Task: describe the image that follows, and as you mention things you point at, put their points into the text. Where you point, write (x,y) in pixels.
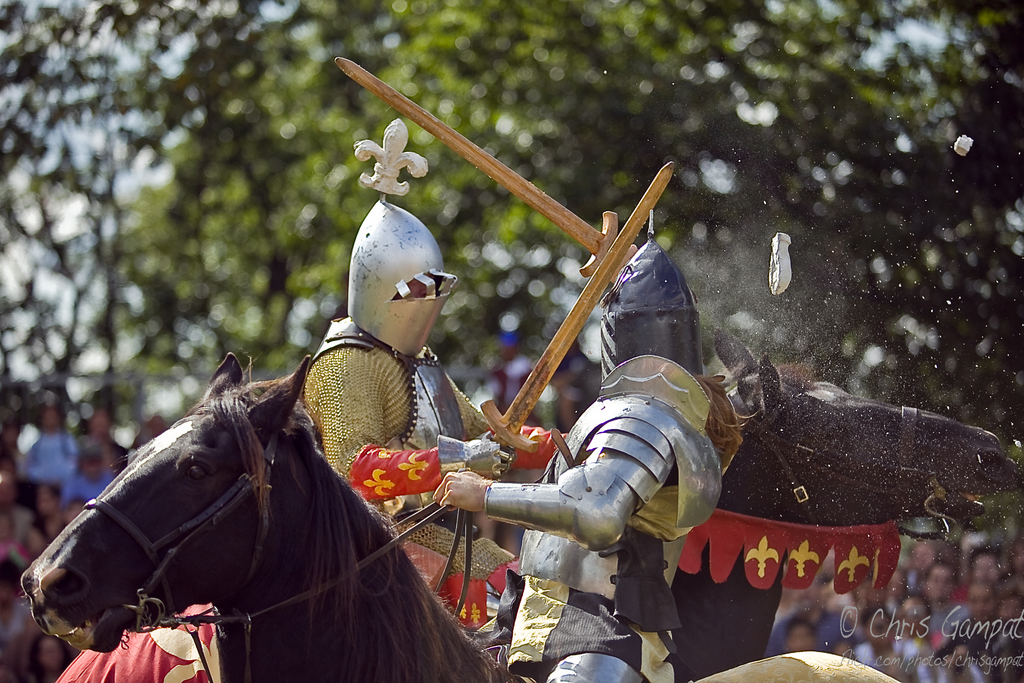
In this image i can see 2 persons (602,564) wearing costumes (381,353) and holding wooden swords (530,443) in their hands (465,489) sitting on horses (284,618). In the background (975,601) i can see few people (969,599), few trees (56,115) and the sky (62,212).
